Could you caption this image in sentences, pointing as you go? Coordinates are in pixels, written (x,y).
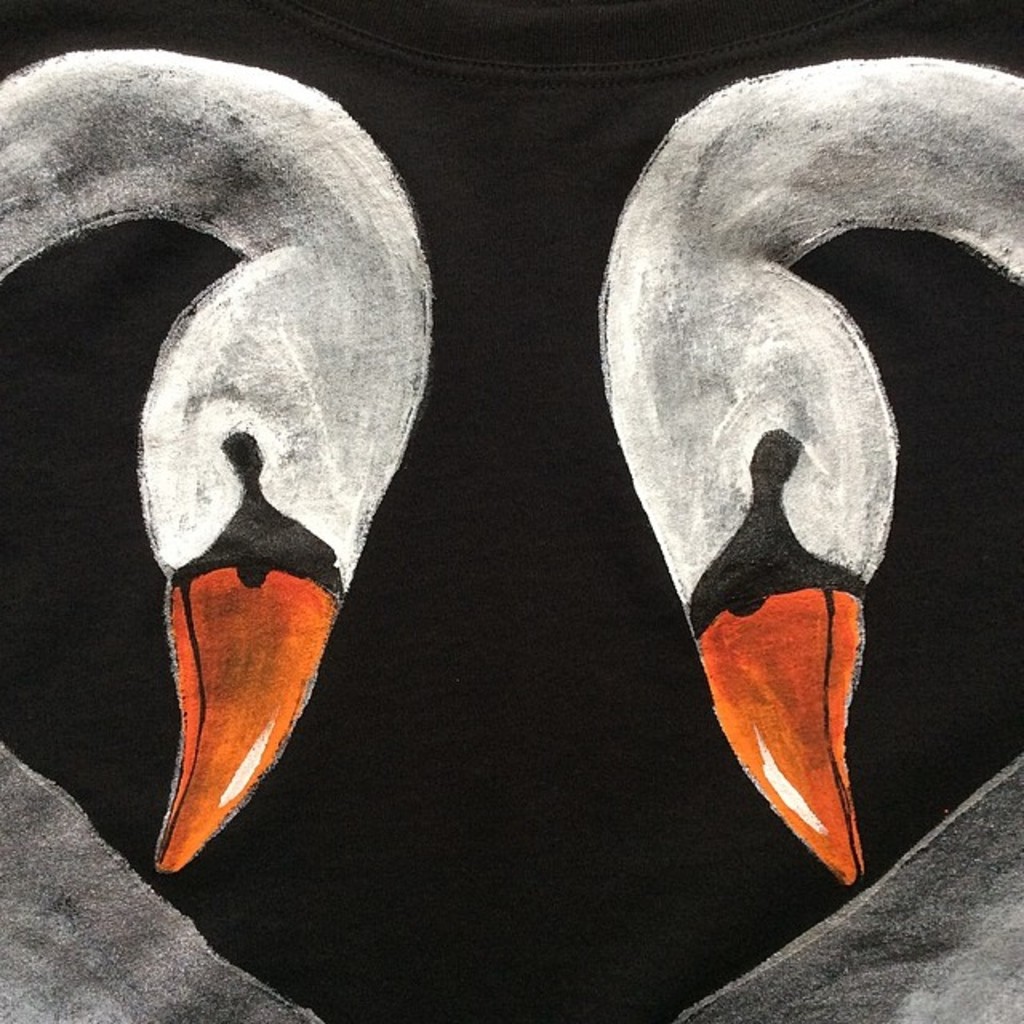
In this image, we can see some art (32,138) on the black colored cloth (494,296).
